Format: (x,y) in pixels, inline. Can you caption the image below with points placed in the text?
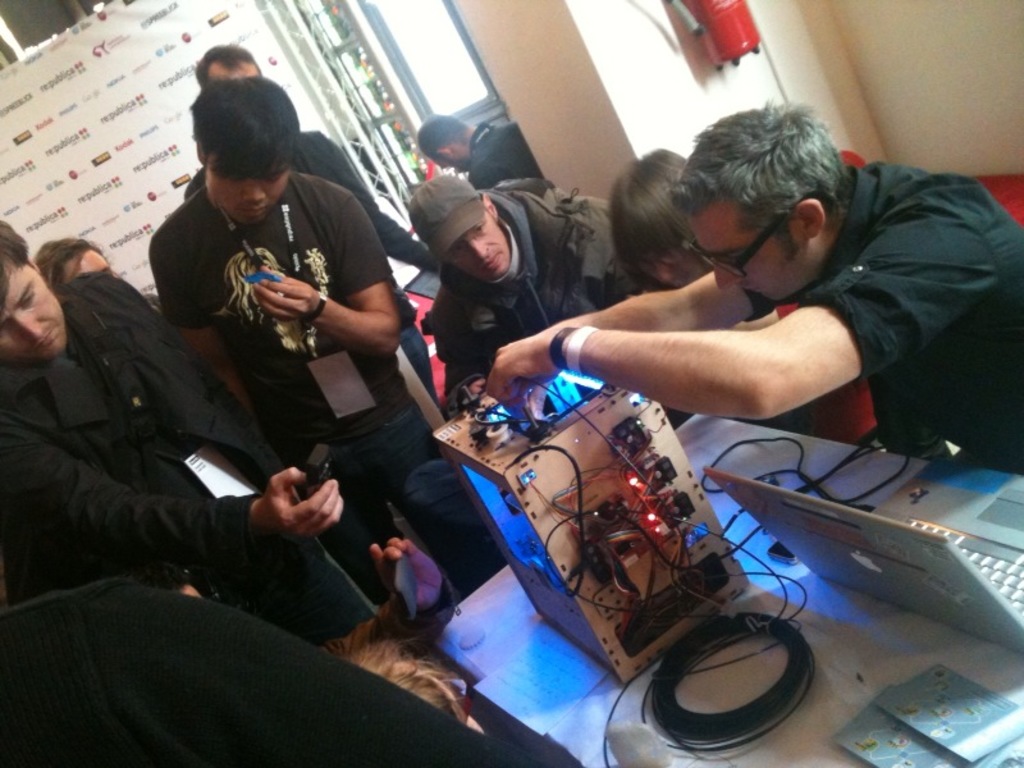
On the right side (858,668) there is a table (830,463) on which a device (715,544), laptop (831,577), cables (669,690) and some other objects (778,556) are placed. Around this table (478,613) many people (309,371) are standing and looking at this device (521,451). One man (671,353) is holding it. In the background (514,57) there is a wall (494,47) and a window (441,80). On the left side (70,134) there is a board (136,139) on which I can see the text (101,120).
